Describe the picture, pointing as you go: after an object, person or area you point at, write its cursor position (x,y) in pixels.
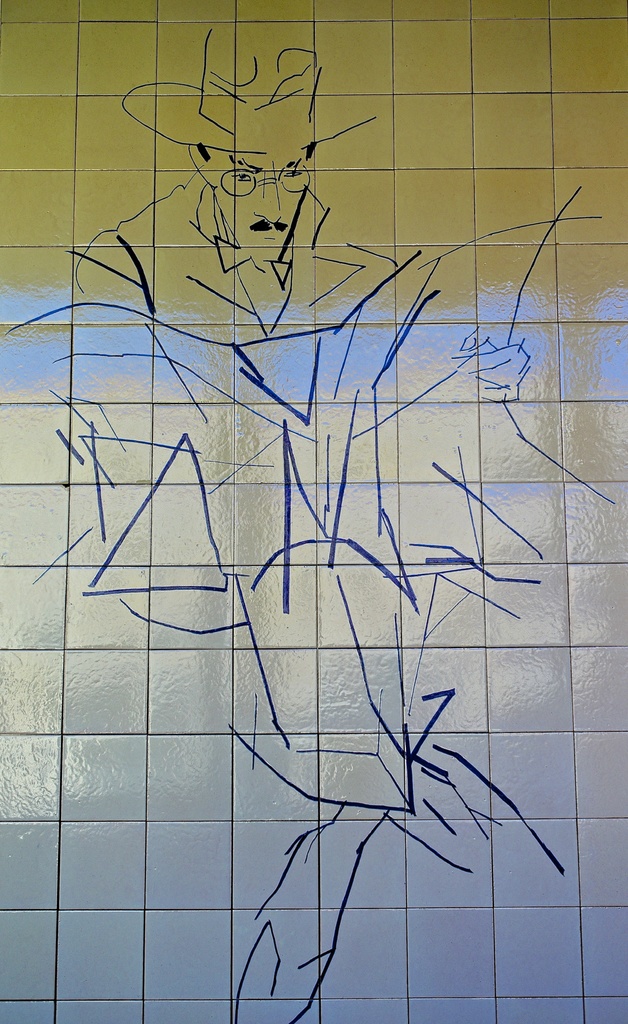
In this picture we can see a tile drawing (140,273) of a man (314,272) sitting and raising his hand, drawn on the wall (202,458).
